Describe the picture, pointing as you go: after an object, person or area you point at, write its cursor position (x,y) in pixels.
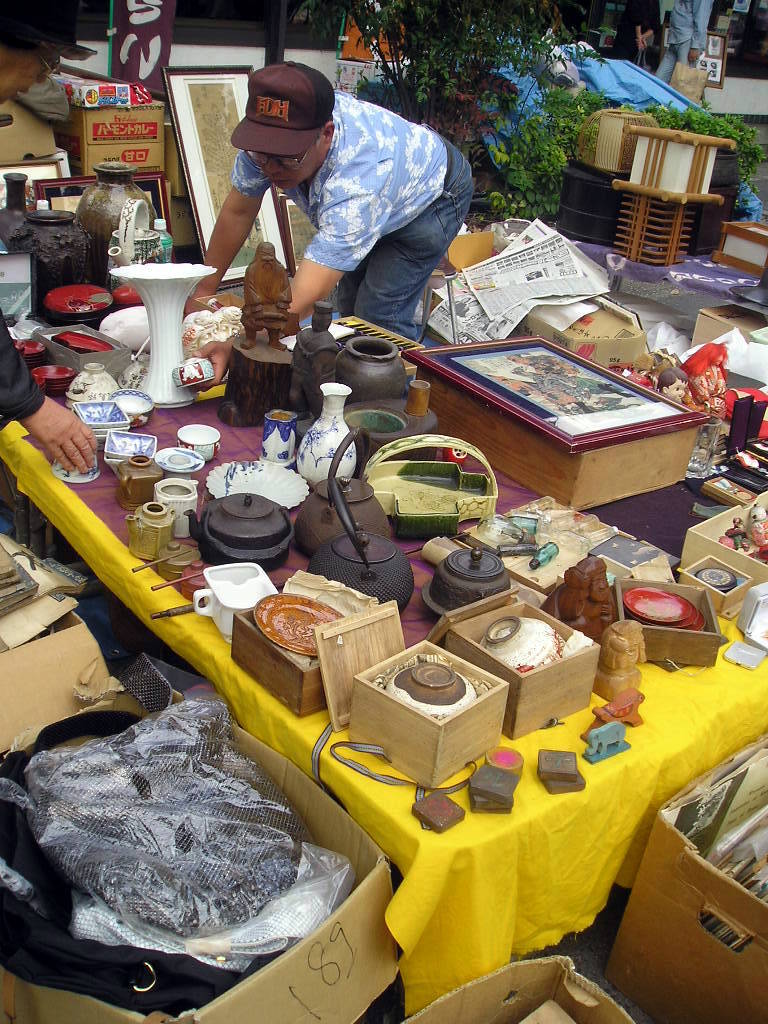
In the image, there is a man (343,114) and he is selling some decorating objects (308,520). There are many different types of items (273,365) kept around the man (335,176) and there are some boxes (349,921) around the table (289,755) and in front of the table (12,450) another person (34,404) is holding one of the item (61,470). In the background (421,107) there are some trees (504,95) and behind the trees (665,123) a person (676,25) is walking beside a store (728,58).
